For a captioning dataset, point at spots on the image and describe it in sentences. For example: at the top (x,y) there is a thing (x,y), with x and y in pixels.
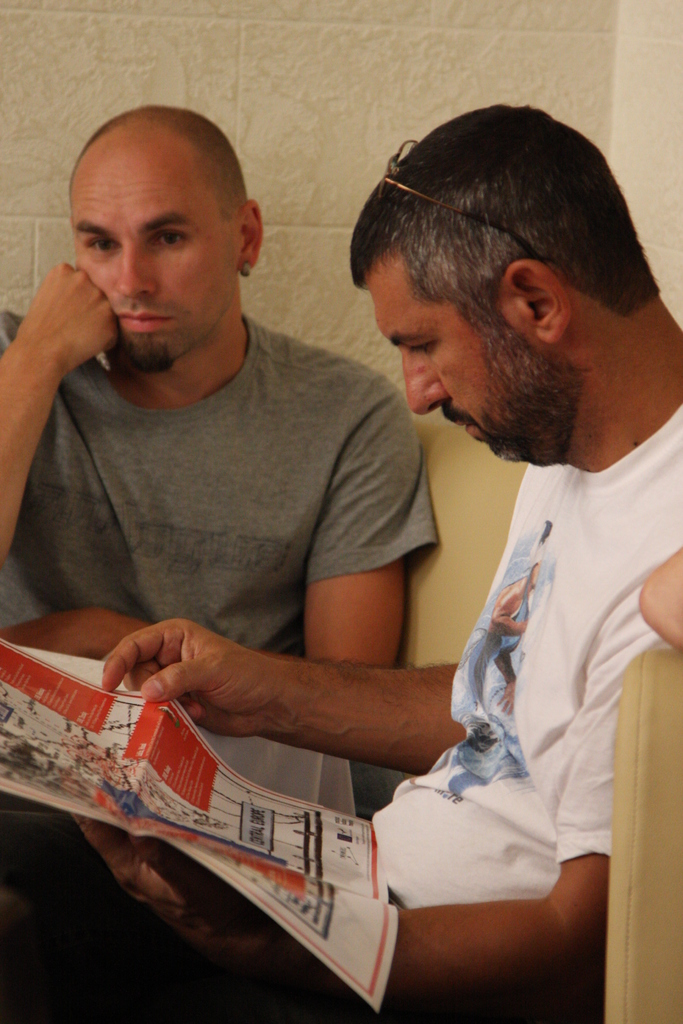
In this image, we can see people (250,552) sitting and one of them is wearing glasses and holding a paper (131,816). In the background (131,73), there is a wall (389,36) and we can see an object (642,860).
